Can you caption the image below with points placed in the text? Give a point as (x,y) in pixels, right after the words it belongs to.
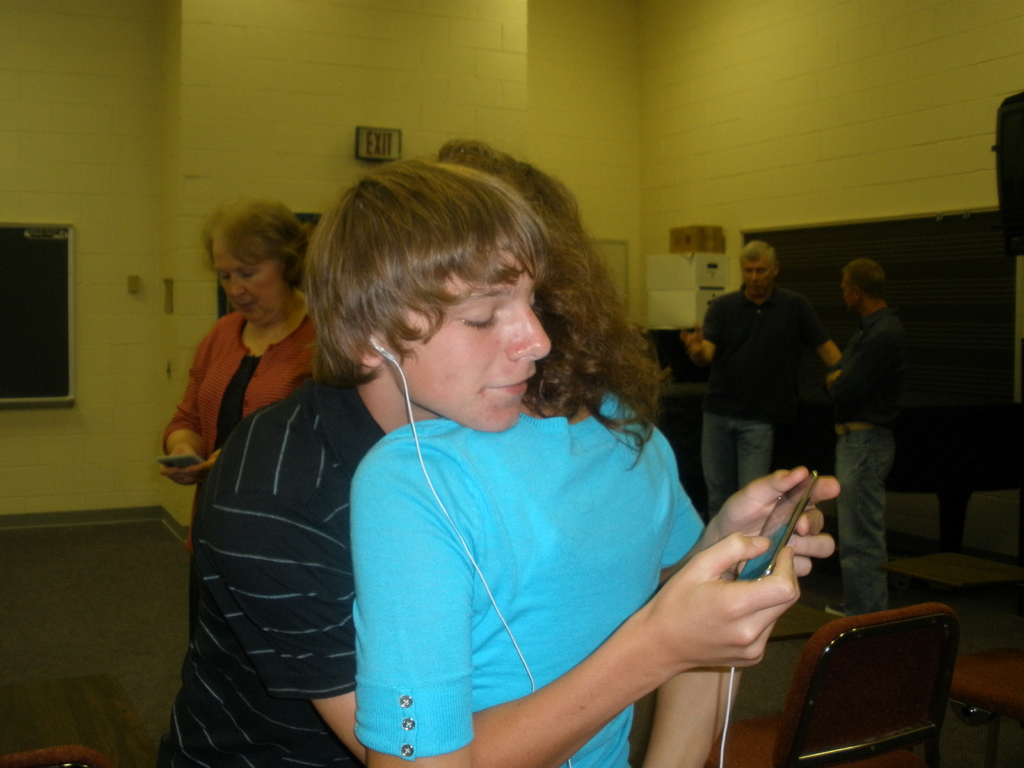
This picture describes about group of people (604,340), in the middle of the image (439,334) a man (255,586) is wearing earphones (489,593) and he is holding mobile (752,562) in his hands (784,566), in the background (688,298) we can see couple of boxes (702,289), a wall (583,114) and a notice board (58,273).
